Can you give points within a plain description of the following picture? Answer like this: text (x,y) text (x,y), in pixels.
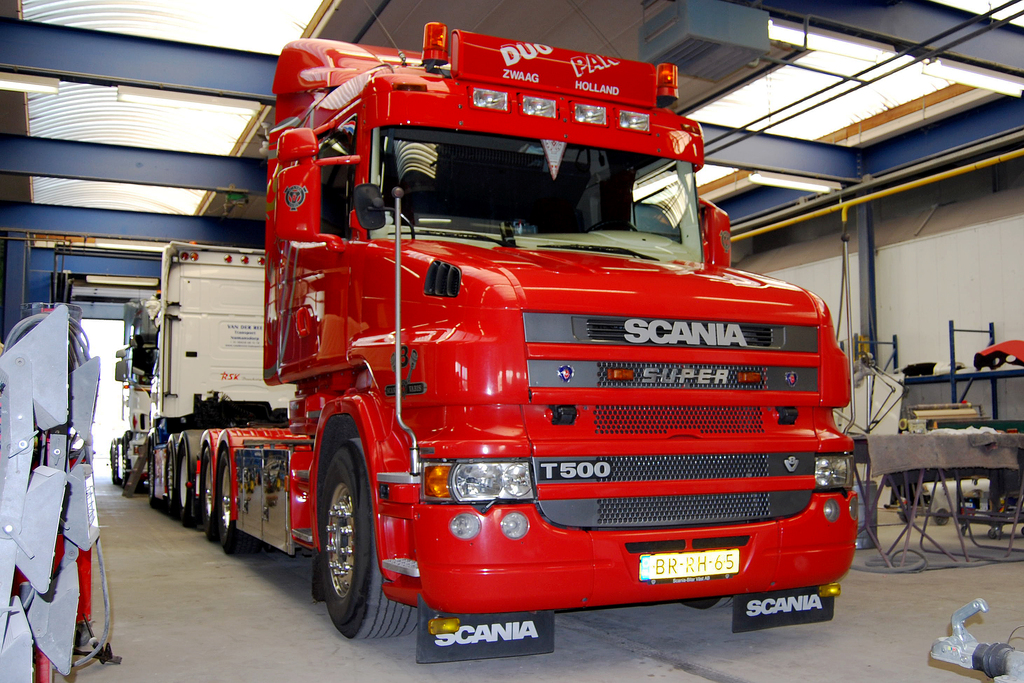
In this picture there is a truck (516,573) in the center of the image (616,317), which is red in color and there is a table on the right side of the image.
